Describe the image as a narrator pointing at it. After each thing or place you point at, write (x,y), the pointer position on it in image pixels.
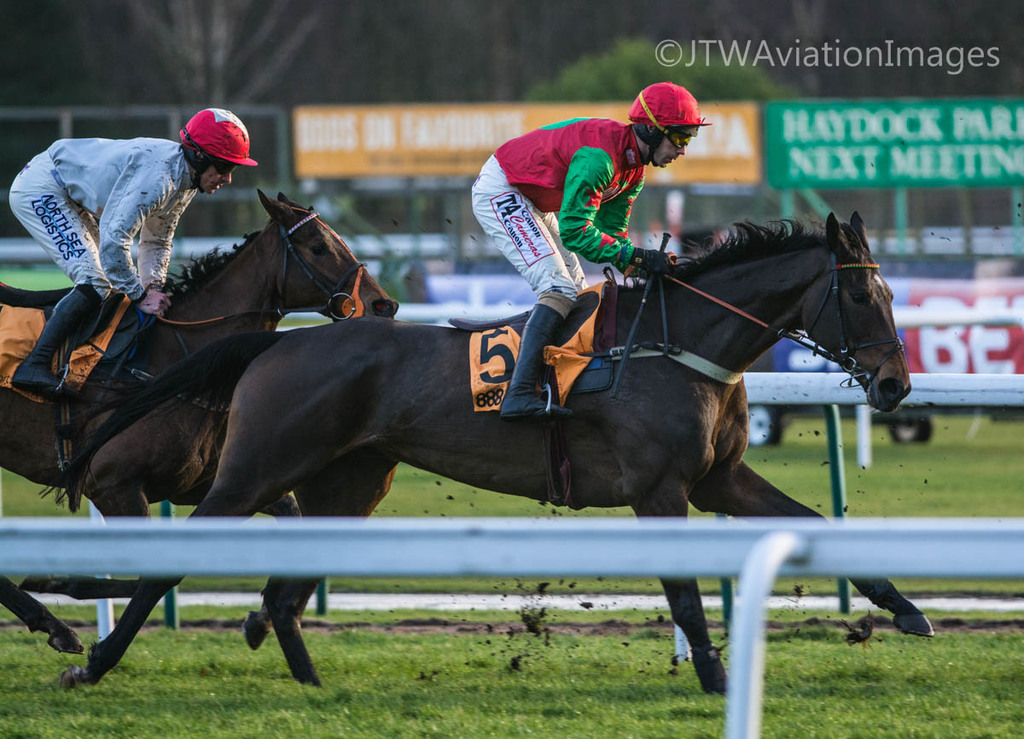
In this picture we can see few people (159,203) are riding horse (362,304), and they wore helmets (680,124), beside to them we can find fence (946,517), in the background (981,366) we can see few hoardings (392,170) and trees (578,55).
